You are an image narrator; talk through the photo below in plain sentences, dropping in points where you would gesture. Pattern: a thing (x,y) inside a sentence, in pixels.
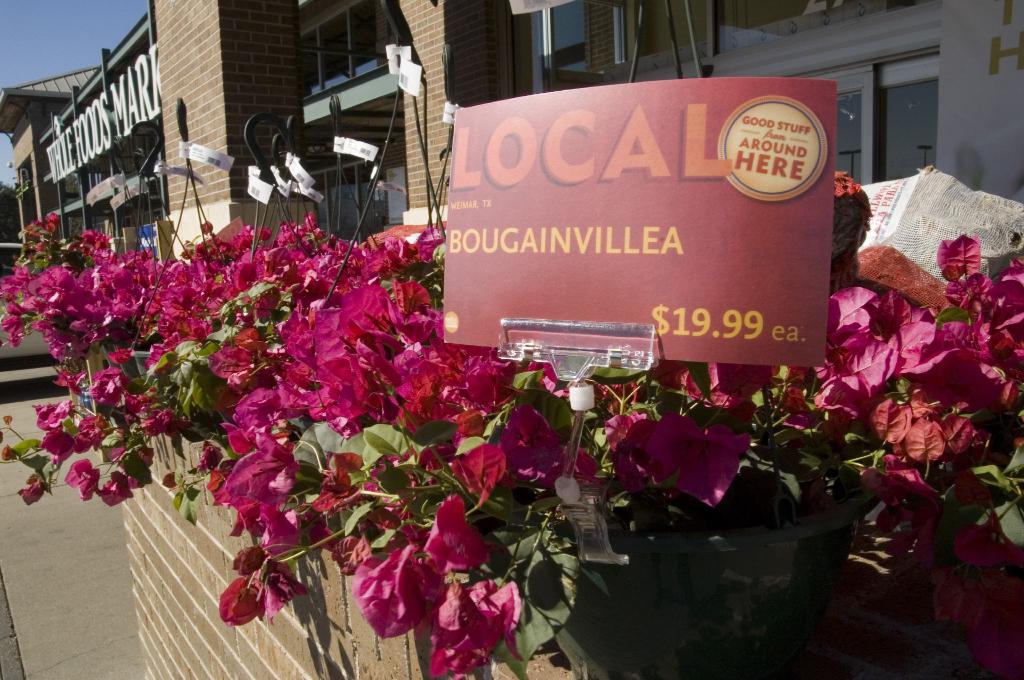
In this picture we can see pink flowers (457,418) in the front (549,287) and a paper voucher (555,202). Behind there is a building (208,114) and glass window (615,47).
